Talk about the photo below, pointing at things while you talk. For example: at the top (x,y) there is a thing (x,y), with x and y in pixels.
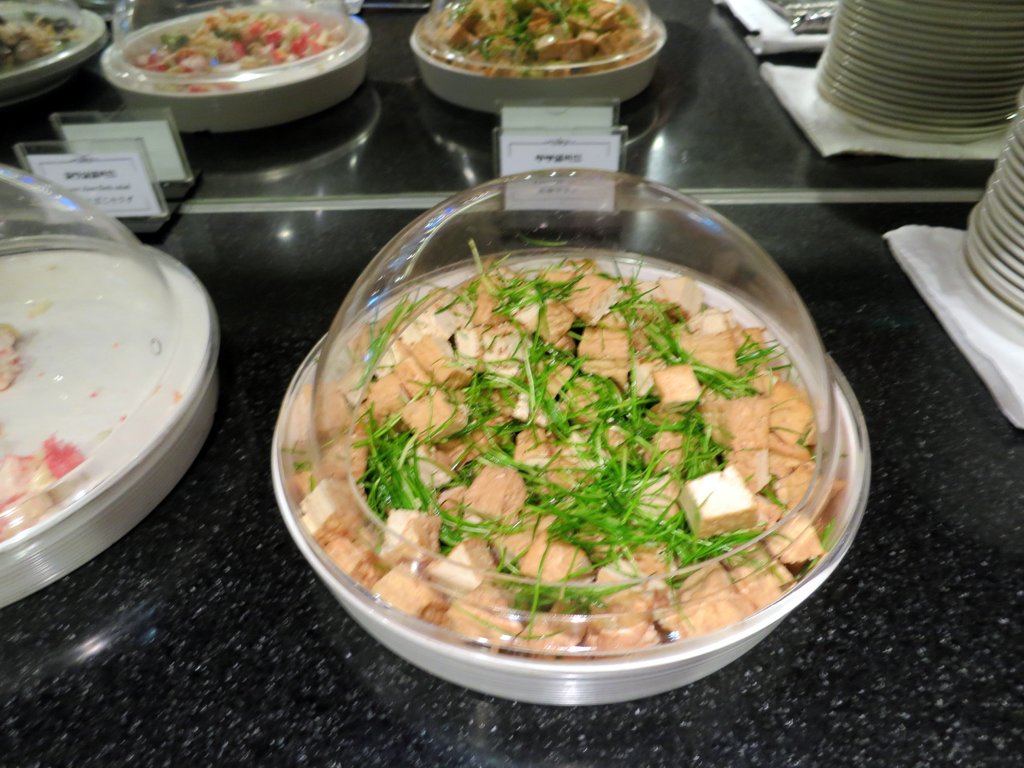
In this image, I can see the bowls (31,78), which contains food items (496,432). These bowls (166,420) are covered with the glass lids (331,370). These are the name boards (553,144). I can see the plates (925,130) on the table (801,171).
